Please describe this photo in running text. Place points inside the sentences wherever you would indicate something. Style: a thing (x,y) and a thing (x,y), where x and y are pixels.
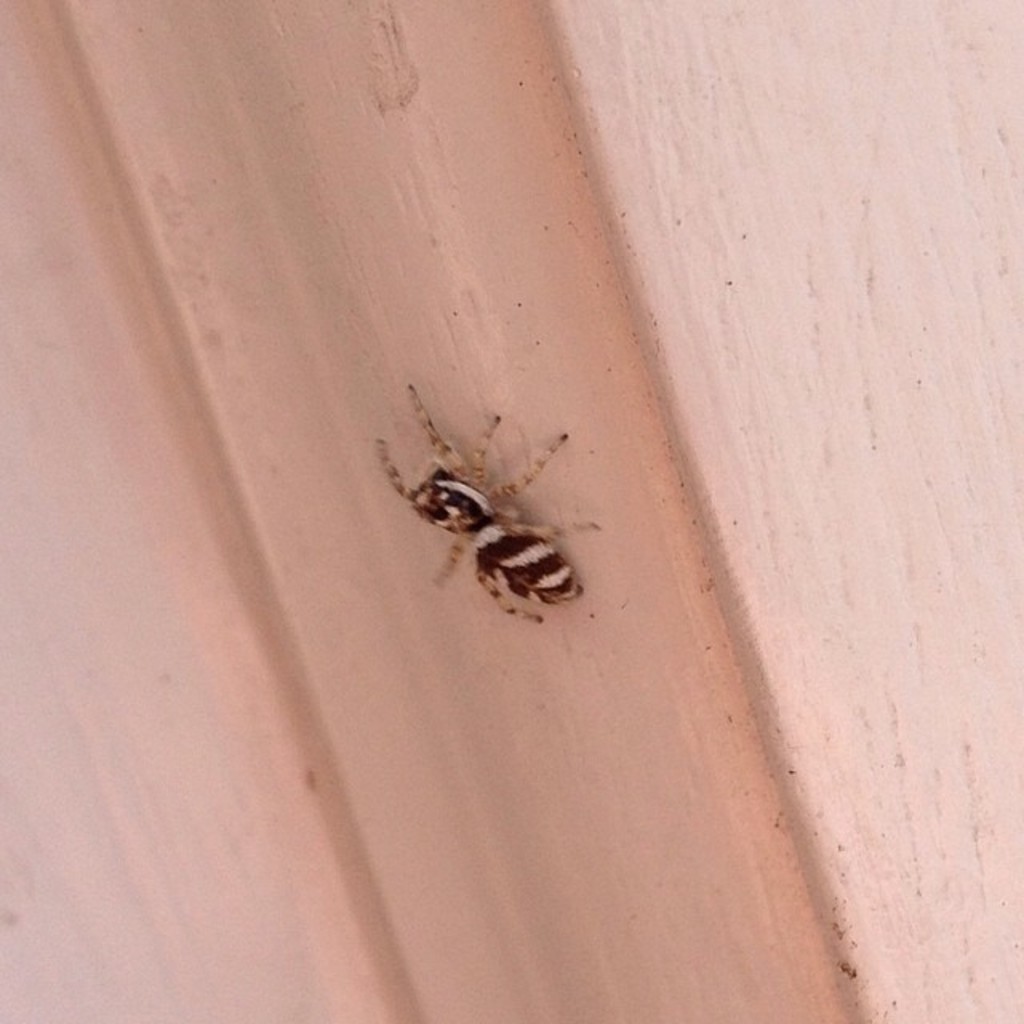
In the center of the image (477,538) we can see a spider (489,530) on the wall (529,343).
